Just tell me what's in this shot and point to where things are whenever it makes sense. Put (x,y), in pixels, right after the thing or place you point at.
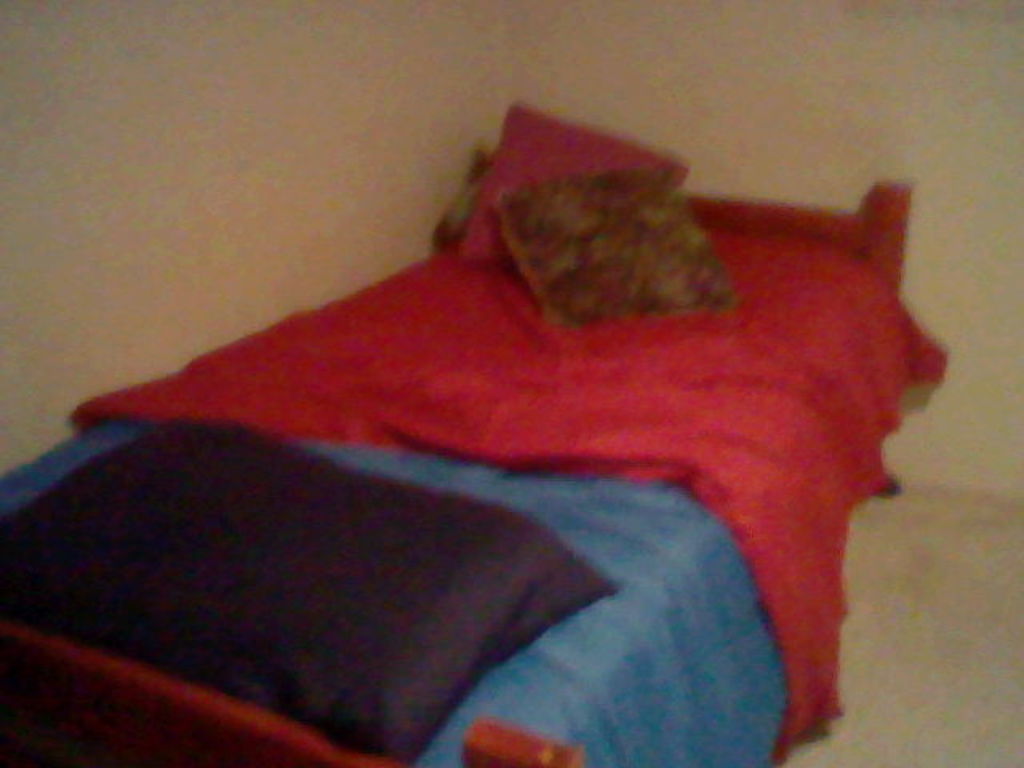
In this image i can see a bed (804,306) and pillows (278,664) on the cot (428,440).
